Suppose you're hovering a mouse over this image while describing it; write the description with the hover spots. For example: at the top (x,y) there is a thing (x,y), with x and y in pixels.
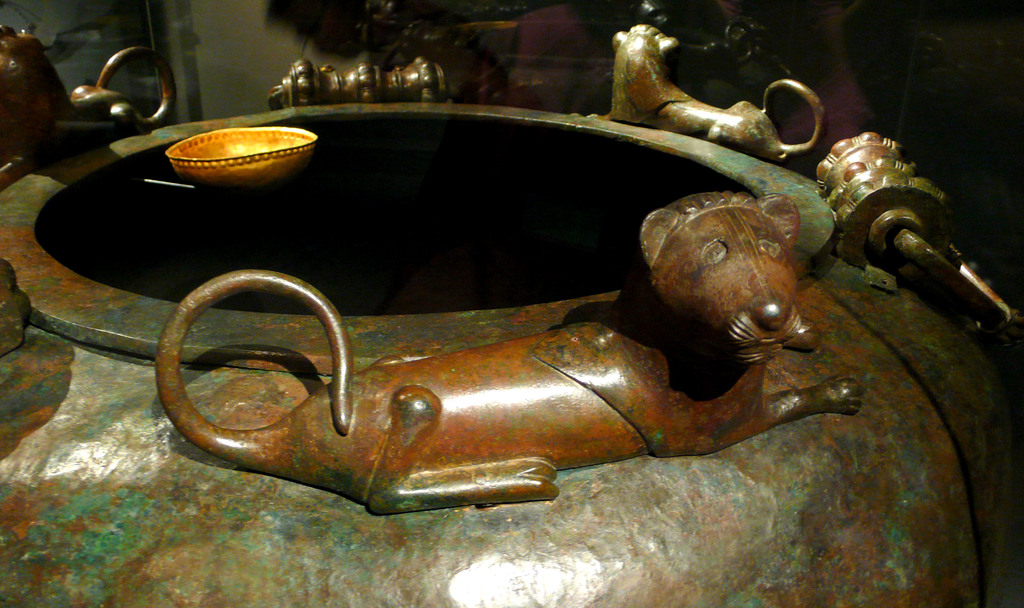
In the image we can see there is a vessel (514,239) on which there are lion structure (560,400) on it and there is a bowl (216,167).
